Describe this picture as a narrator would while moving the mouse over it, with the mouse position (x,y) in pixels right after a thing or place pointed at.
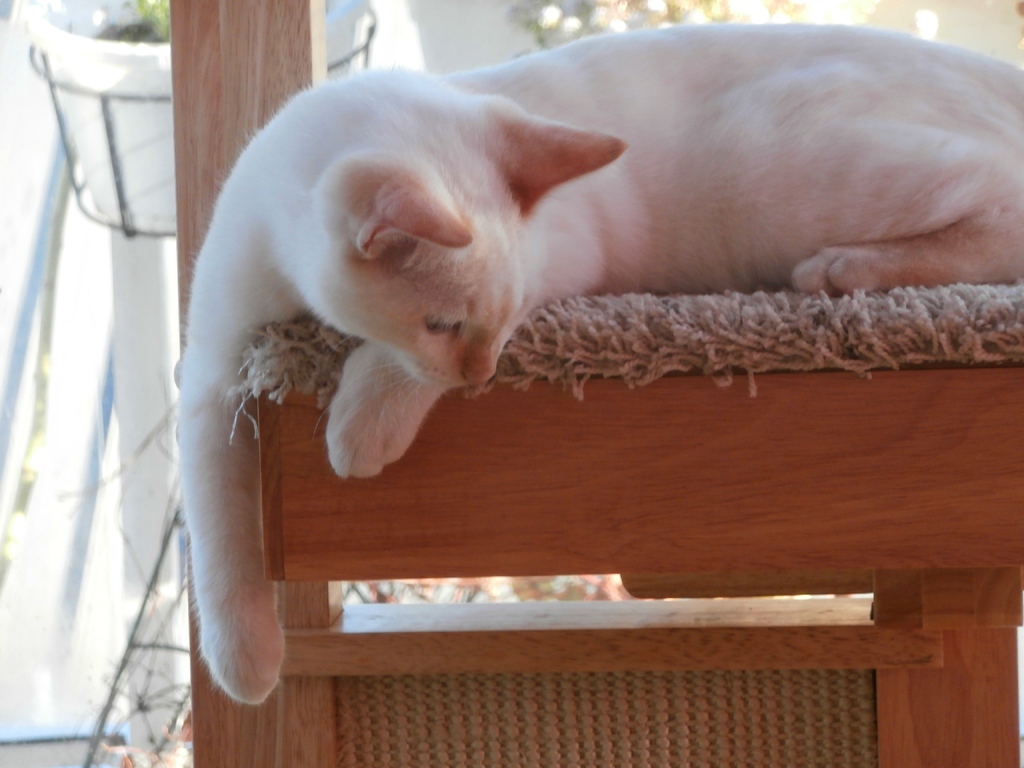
In this image, we can see a white cat (508,265) is laying on the cloth (787,314). Here we can see wooden pieces (1008,726). Background (139,125) we can see a pot (130,150), grill (38,248).
